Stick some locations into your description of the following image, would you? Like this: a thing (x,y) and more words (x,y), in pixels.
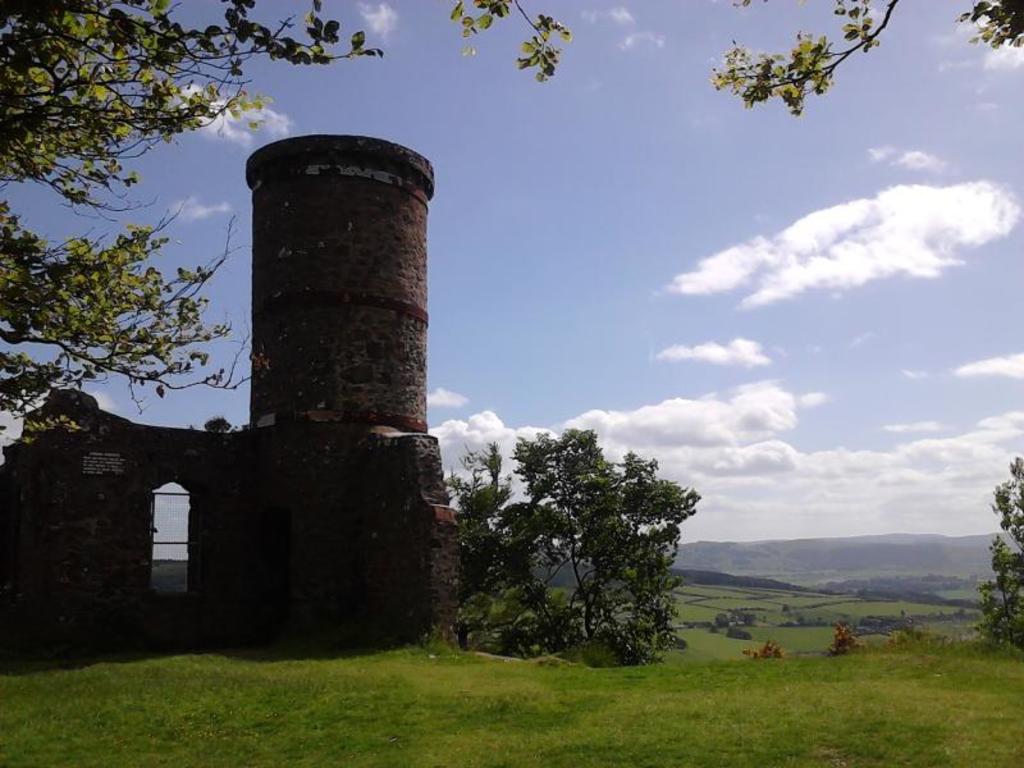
In this picture we can see a building (65,579), trees (644,590), mountains (847,562), grass (736,688) and in the background (926,473) we can see the sky (742,419) with clouds (741,344).
